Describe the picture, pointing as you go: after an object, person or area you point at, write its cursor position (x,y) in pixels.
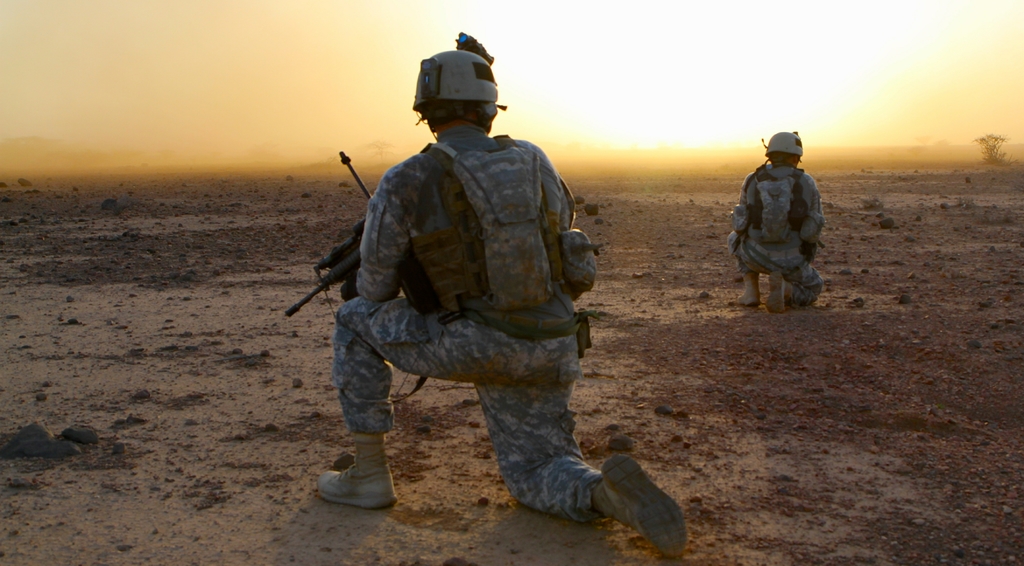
In this image there is a ground (396,513) with sand (805,465). There are two people (739,248). There is a tree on the right side (979,138). There is a sky (1011,111).
